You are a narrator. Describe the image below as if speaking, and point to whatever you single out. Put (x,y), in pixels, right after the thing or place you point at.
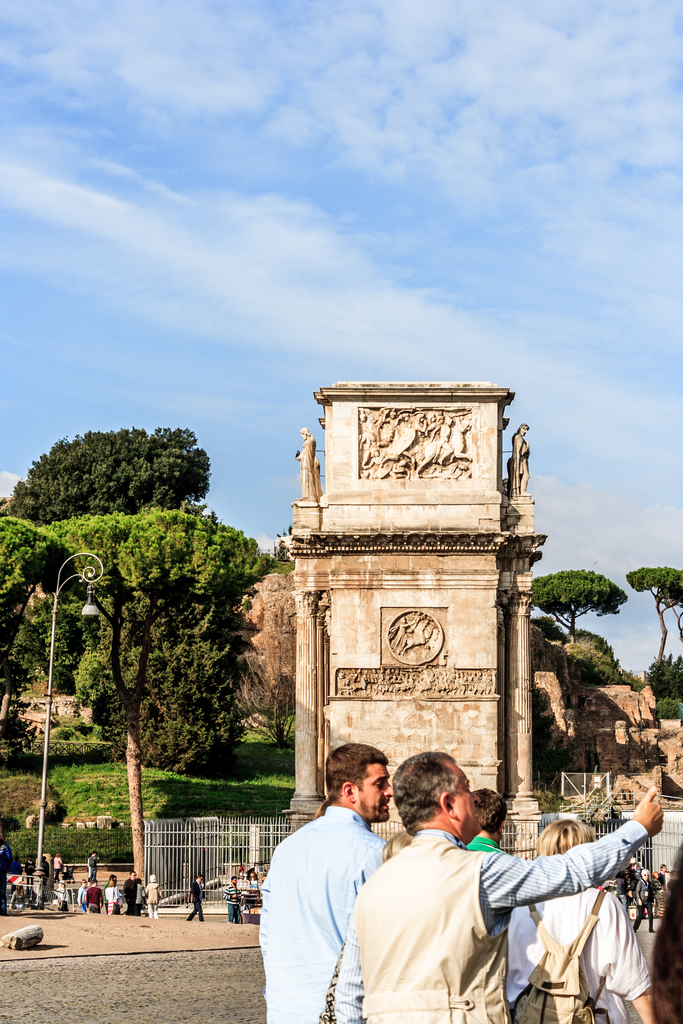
In the foreground of this image (463,837), there are few people (486,987) where a person (601,974) is wearing a bag (582,995). In the background (232,976), there is a road (111,983), a pole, fencing (196,839), people (135,889), trees (169,539), a monument (354,703), rock (549,709) and the sky (443,207).
